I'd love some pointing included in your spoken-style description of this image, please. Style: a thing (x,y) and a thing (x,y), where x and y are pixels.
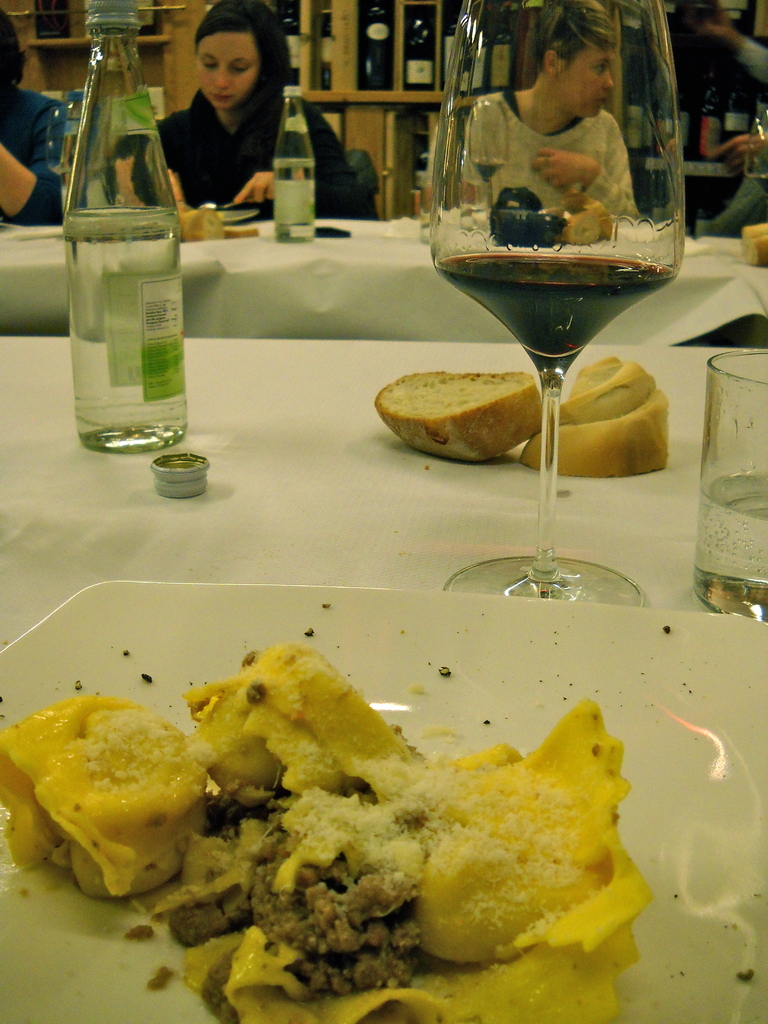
In the picture we can see a tables (329,530), glasses (530,326), bottles (86,353), plates (492,648) with food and some people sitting on the chairs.
